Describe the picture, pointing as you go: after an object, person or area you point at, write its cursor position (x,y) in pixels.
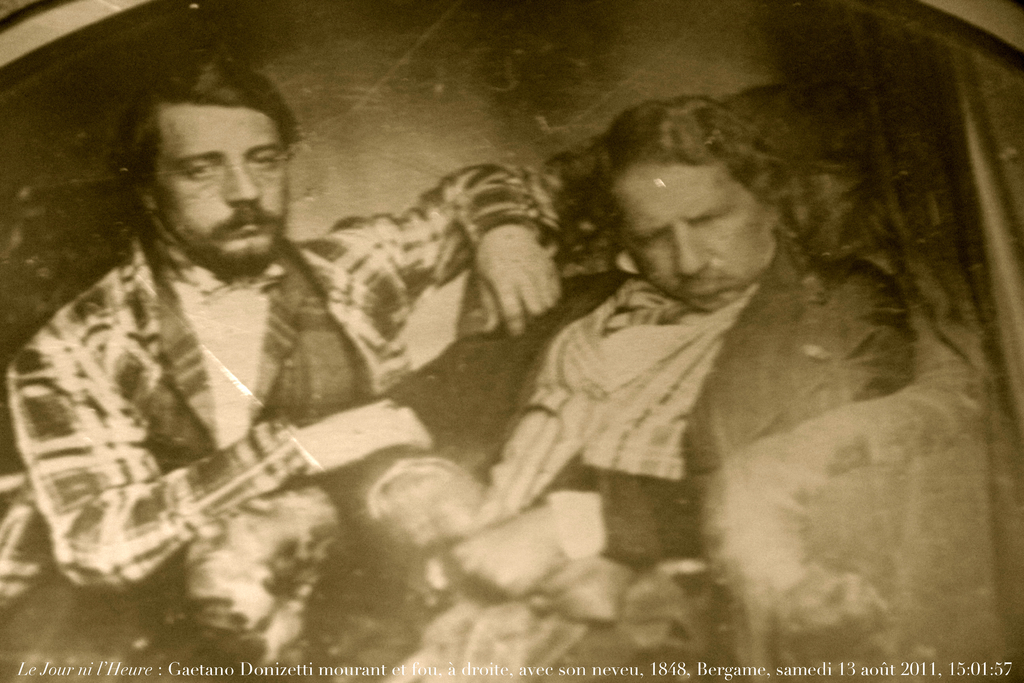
It is a poster. In this image there are depictions of people (537,301). There is some text (809,672) at the bottom of the image (70,667).
